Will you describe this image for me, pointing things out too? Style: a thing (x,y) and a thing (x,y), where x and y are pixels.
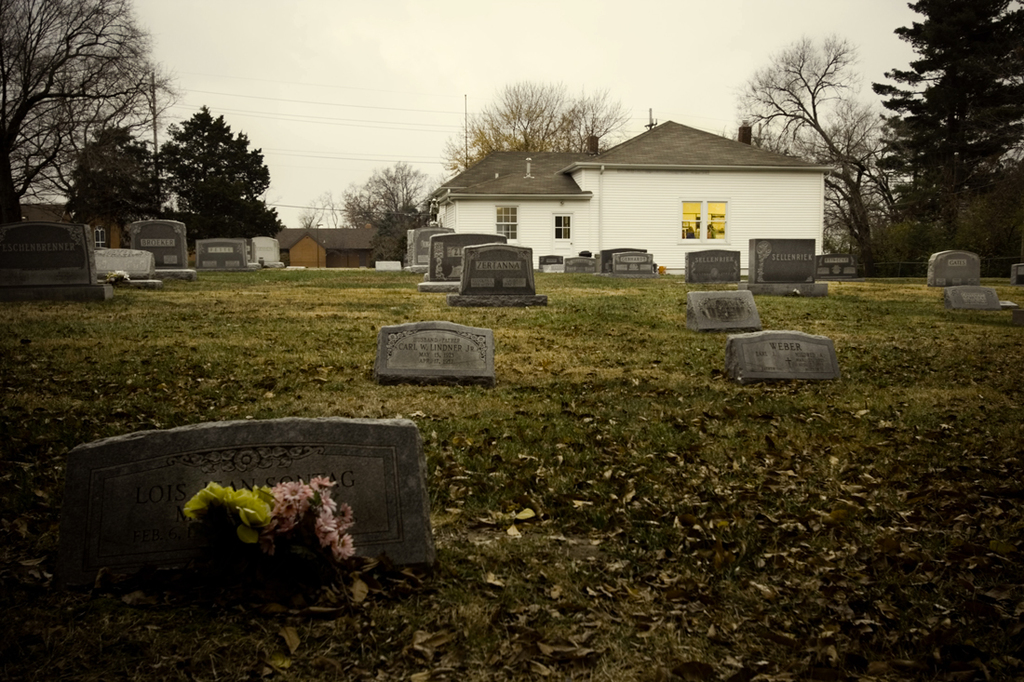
At the bottom of the image (182,549) we can see graves (740,320) and there are flowers (274,530). In the background (349,241) there is a shed (685,202) and trees (83,165). At the top (317,61) there is sky (569,61).
